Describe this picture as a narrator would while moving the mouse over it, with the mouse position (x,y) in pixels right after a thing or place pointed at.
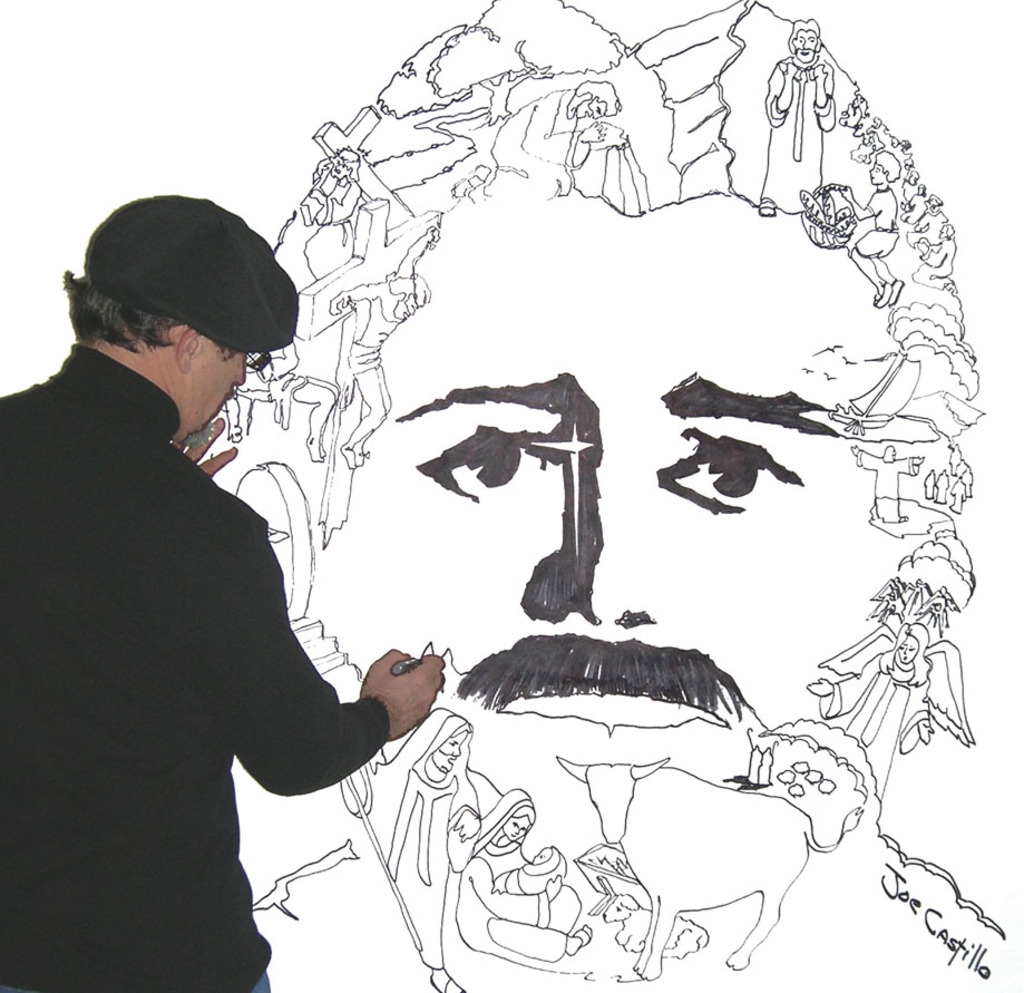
On the left (207,484) we can see a person (170,593) in black dress (140,667). In the middle (423,335) we can see a drawing (477,283) on a white surface (660,457).
